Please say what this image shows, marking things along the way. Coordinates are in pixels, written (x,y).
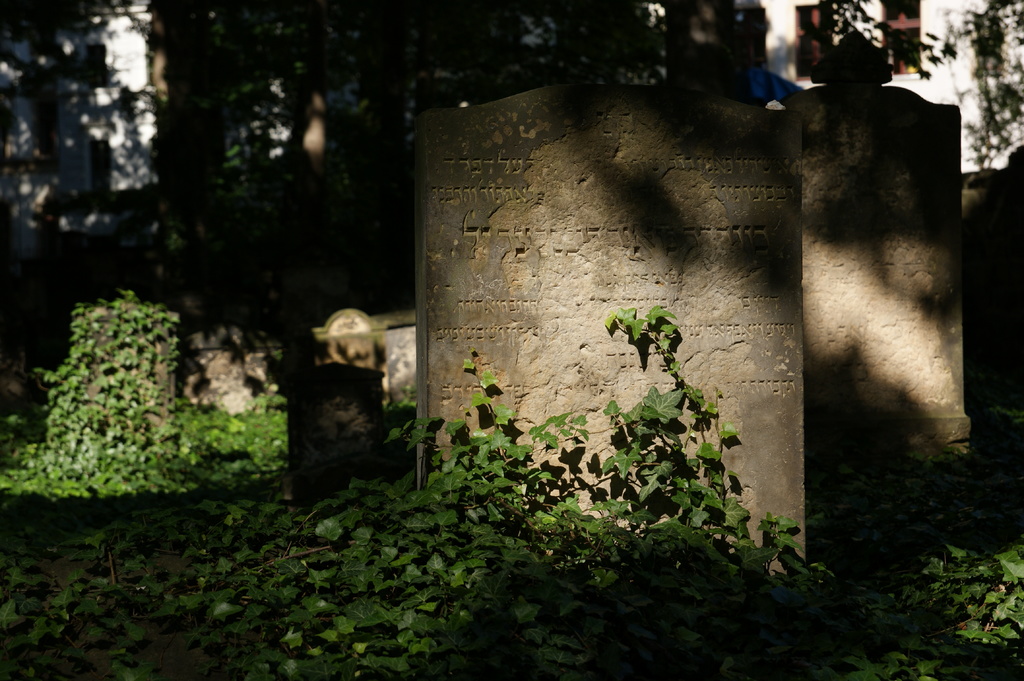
In this image we can see few buildings (818,19) and they are having few windows (802,29). There are many plants (421,510) in the image. There is a graveyard (533,620) in the image. We can see some text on the memorial stones (608,276).
